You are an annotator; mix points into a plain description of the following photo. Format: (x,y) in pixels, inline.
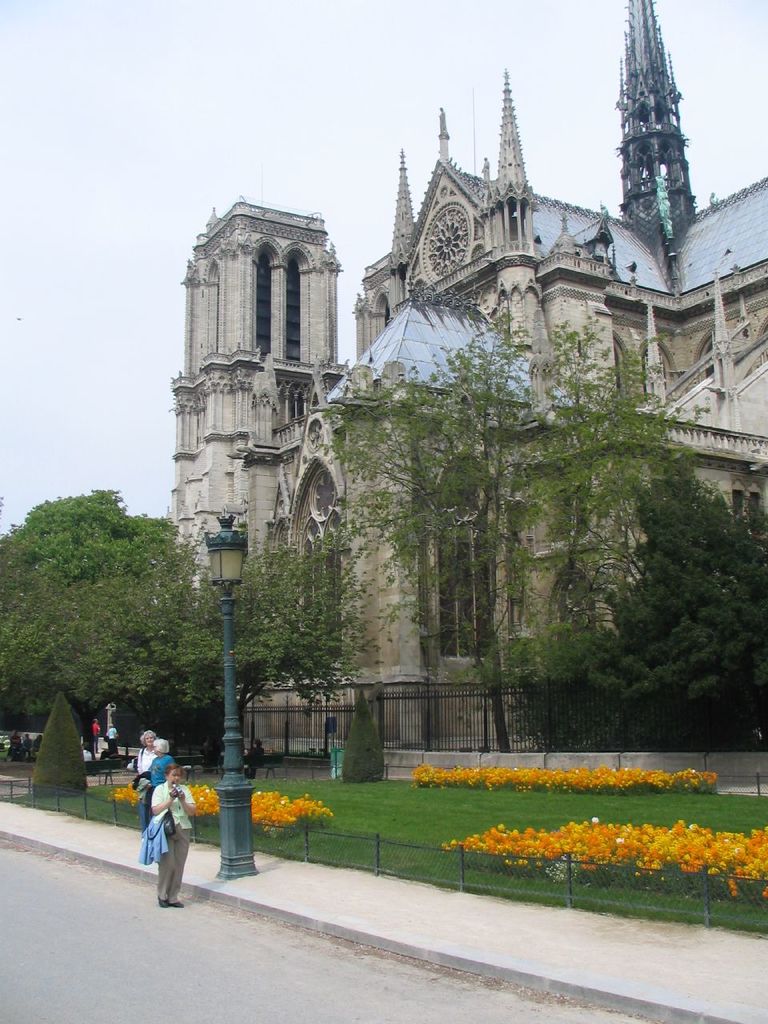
In this image, we can see trees (763,669), plants (700,839), flowers (717,839), mesh (272,837), fences (281,840), street light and building (742,388). On the left side of the image (154,805), we can see few people (156,795). At the bottom (201,990), we can see the road (418,1018) and walkway (516,947). Background (69,402) we can see the sky (207,205).
